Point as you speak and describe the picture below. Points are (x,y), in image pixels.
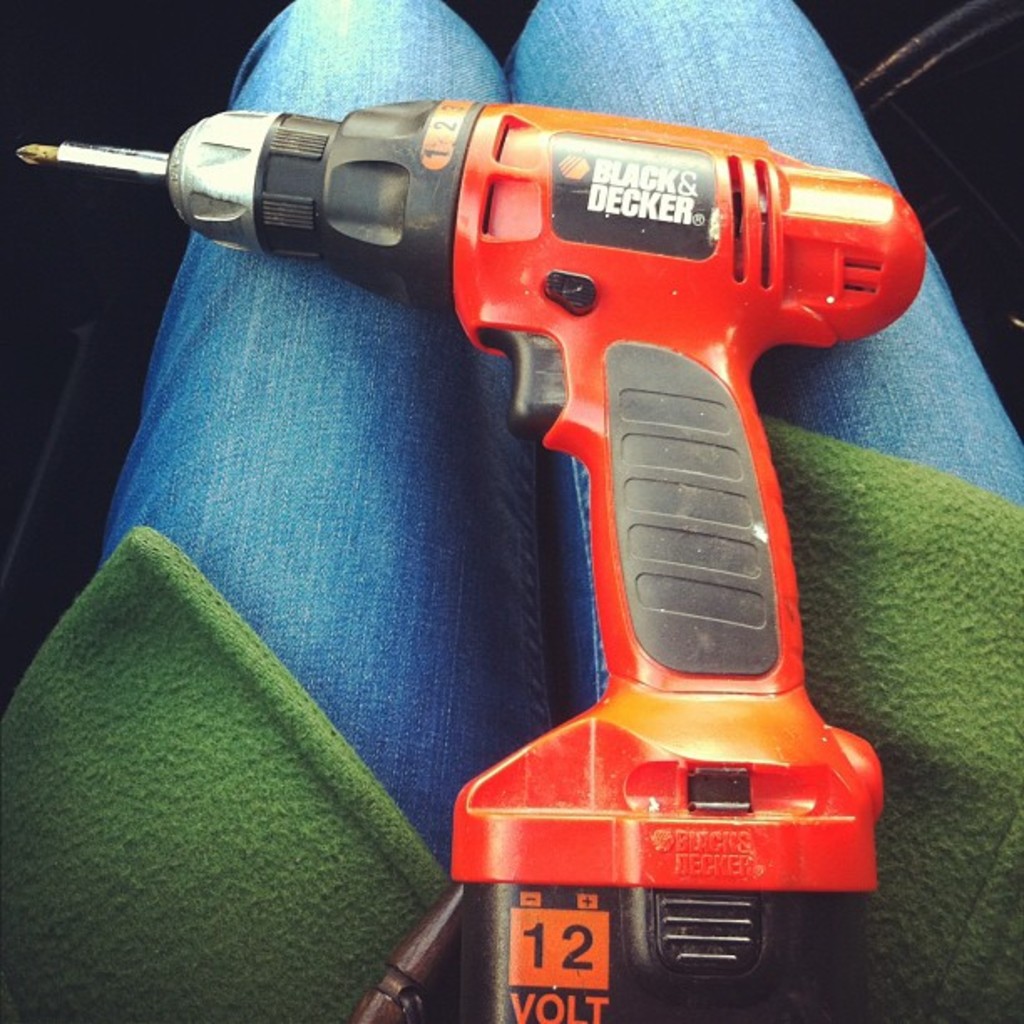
In this image I can see an orange colour drill machine (578,385), green colour clothes (197,825), blue jeans (943,421) and on this machine (574,451) I can see something is written. I can also see black colour in background (13,182).
